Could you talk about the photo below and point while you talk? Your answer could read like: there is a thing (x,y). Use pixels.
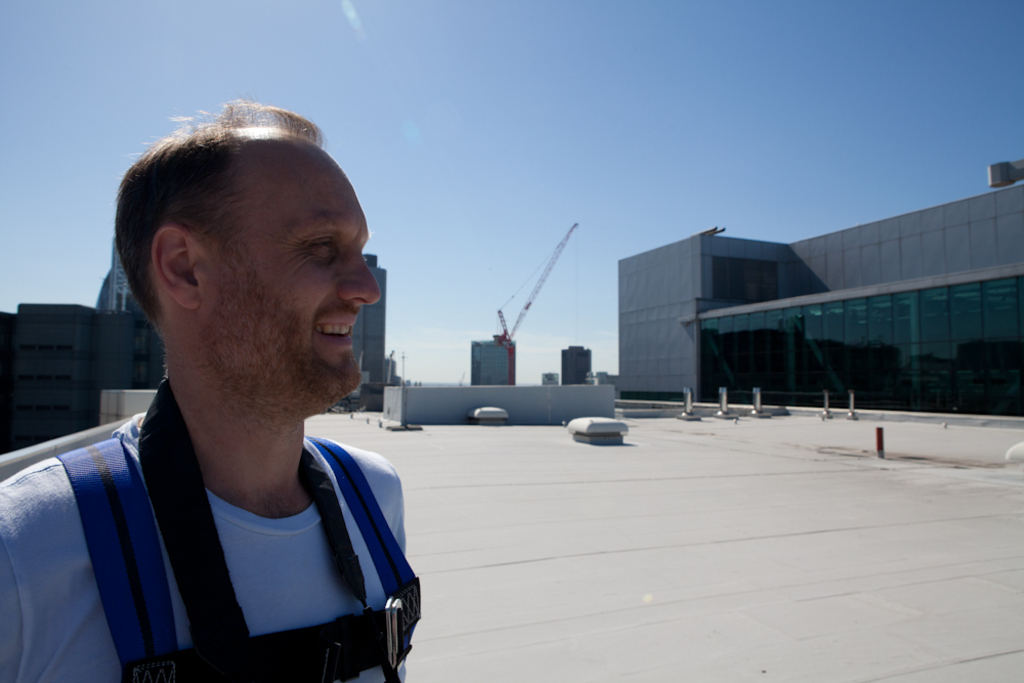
In this image I can see a person (278,313) standing on the terrace (504,545) of a building (793,410). I can see other buildings (804,370) on the right hand side (999,290). I can see a crane (510,350) on a building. I can see other buildings (91,332) behind the person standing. I can see the sky (31,42) at the top of the image (492,137).
